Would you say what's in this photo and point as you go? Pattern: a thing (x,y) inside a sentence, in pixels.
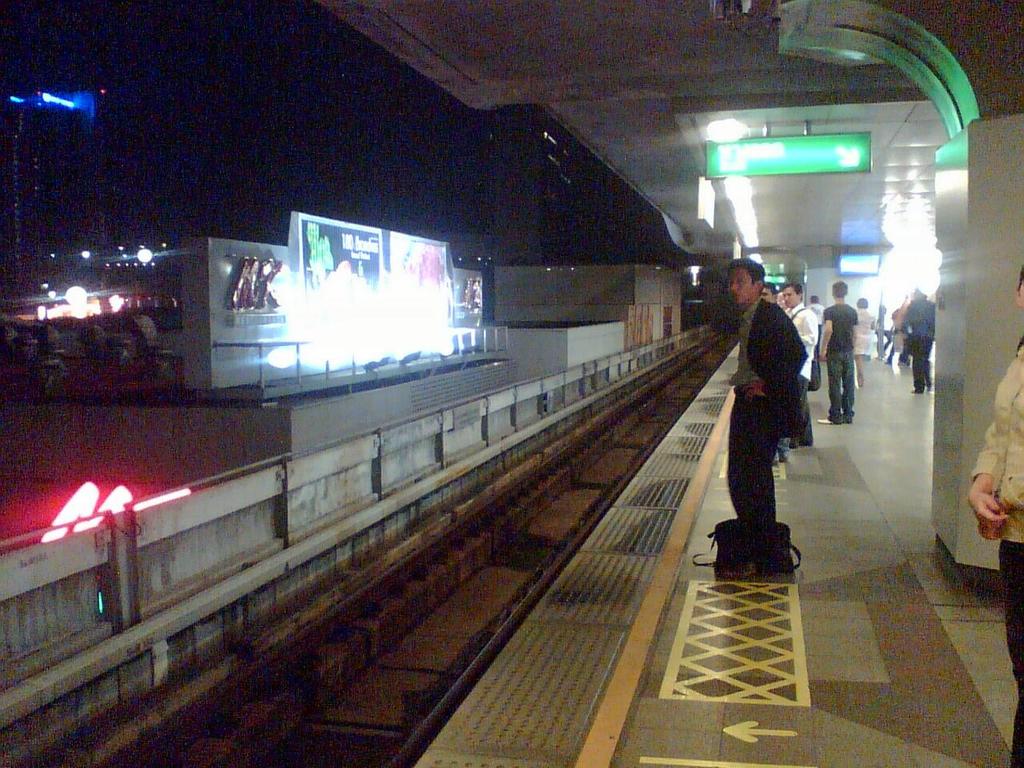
In this image, at the right side (906,711), we can see a railway platform (829,512), there are some people (792,417) standing on the platform (621,581), we can see a train track (599,407).
